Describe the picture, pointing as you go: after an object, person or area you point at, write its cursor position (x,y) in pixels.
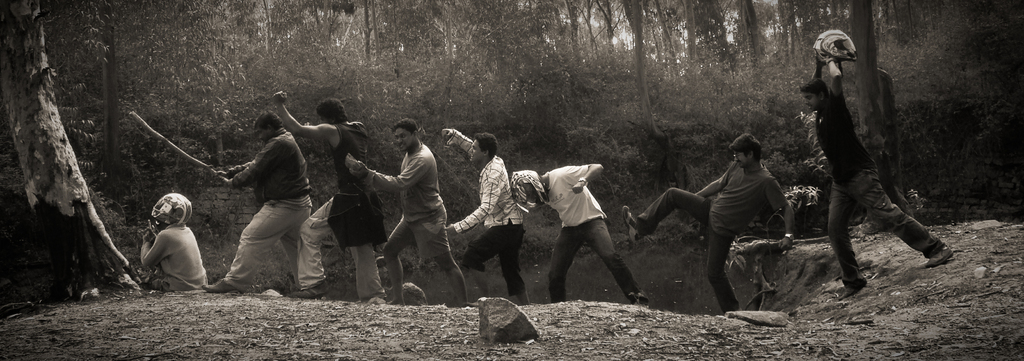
In this image there is mud (147,351) at the bottom (336,303). There are people (884,224) in the foreground (167,235). There are trees (411,37) in the background (360,37). And there is a bark (121,253) and trees (112,142) in the left corner (59,23).
